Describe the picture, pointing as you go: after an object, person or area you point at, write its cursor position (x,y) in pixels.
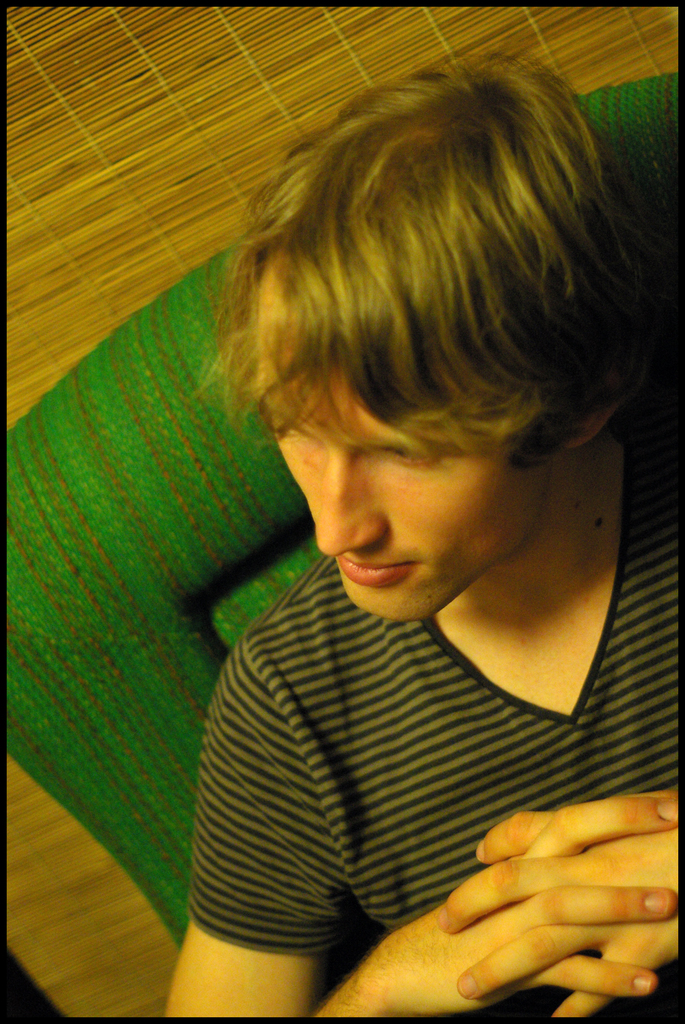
In this picture I can see there is a man (485,930) sitting on the green color chair (191,555) and he is wearing t-shirt (274,615) and in the backdrop (117,243) I can see there is a bamboo mat (93,900).
